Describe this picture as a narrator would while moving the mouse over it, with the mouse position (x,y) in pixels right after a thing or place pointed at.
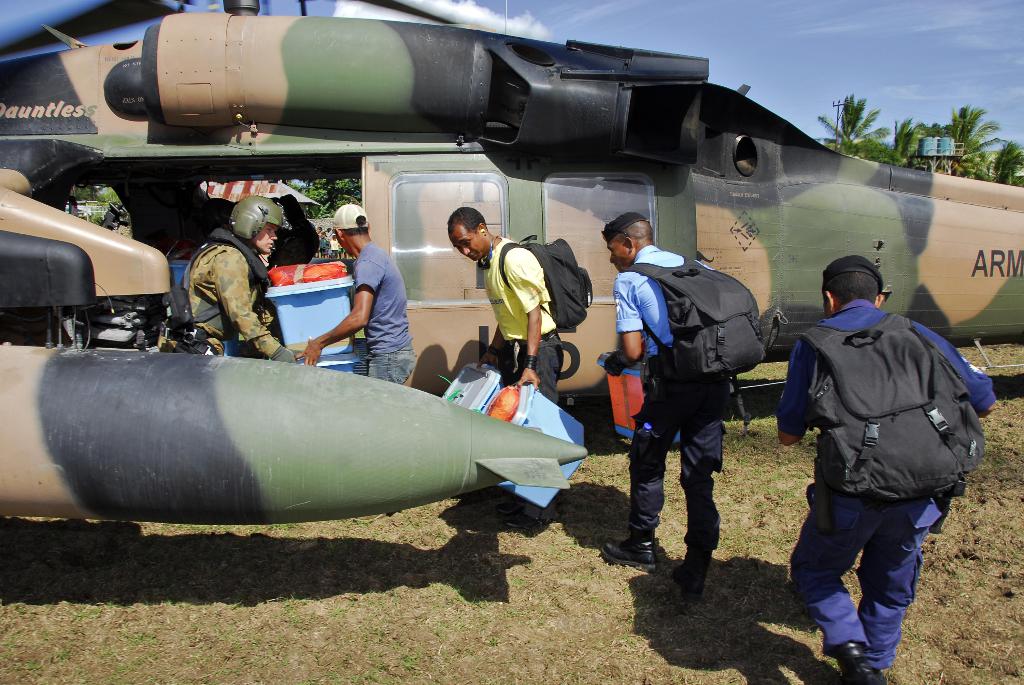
In this picture we can see some boys (652,347) wearing a black backpack (864,400) on the back (694,332) and boarding into the military aircraft (430,264) which is parked on the ground (775,402). Behind there are some coconut trees (863,143).
